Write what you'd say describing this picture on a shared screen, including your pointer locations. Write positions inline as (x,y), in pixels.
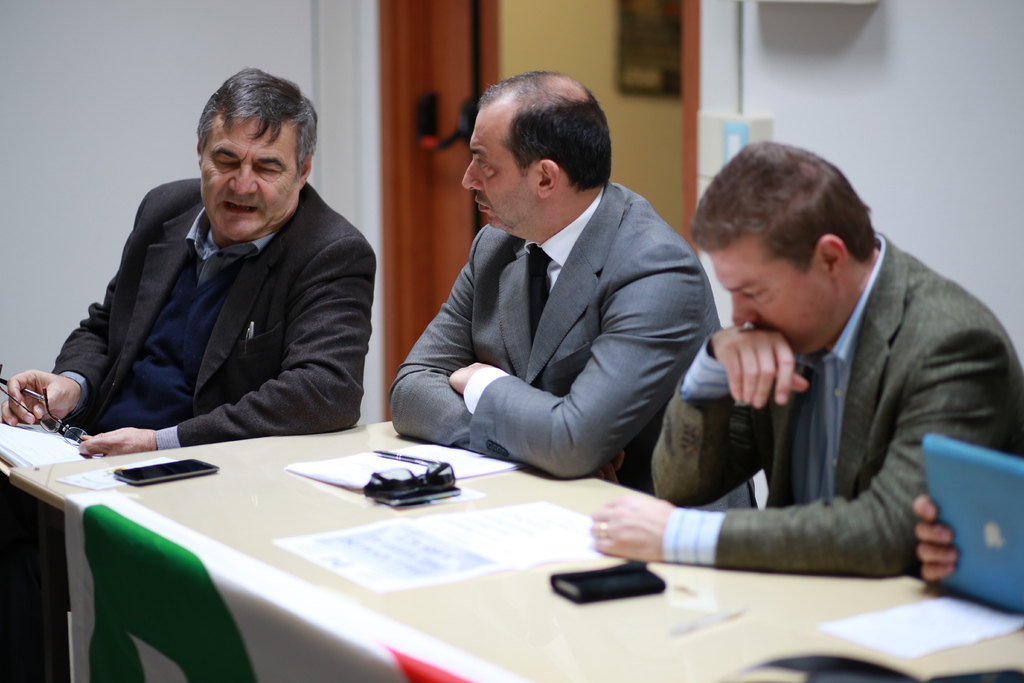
This picture seems to be clicked inside the room (407,436). In the foreground (301,560) we can see the tables (401,589) on the top of which papers (440,548), mobile phones (150,471) and some other objects (640,576) are placed and we can see the group of persons (557,332) wearing blazers (270,340) and sitting. In the background (871,143) we can see the wall (906,83), wooden door (443,64) and some other objects (658,71). On the right corner (943,549) we can see the hand (939,535) of a person (943,569) holding a device (946,589).
